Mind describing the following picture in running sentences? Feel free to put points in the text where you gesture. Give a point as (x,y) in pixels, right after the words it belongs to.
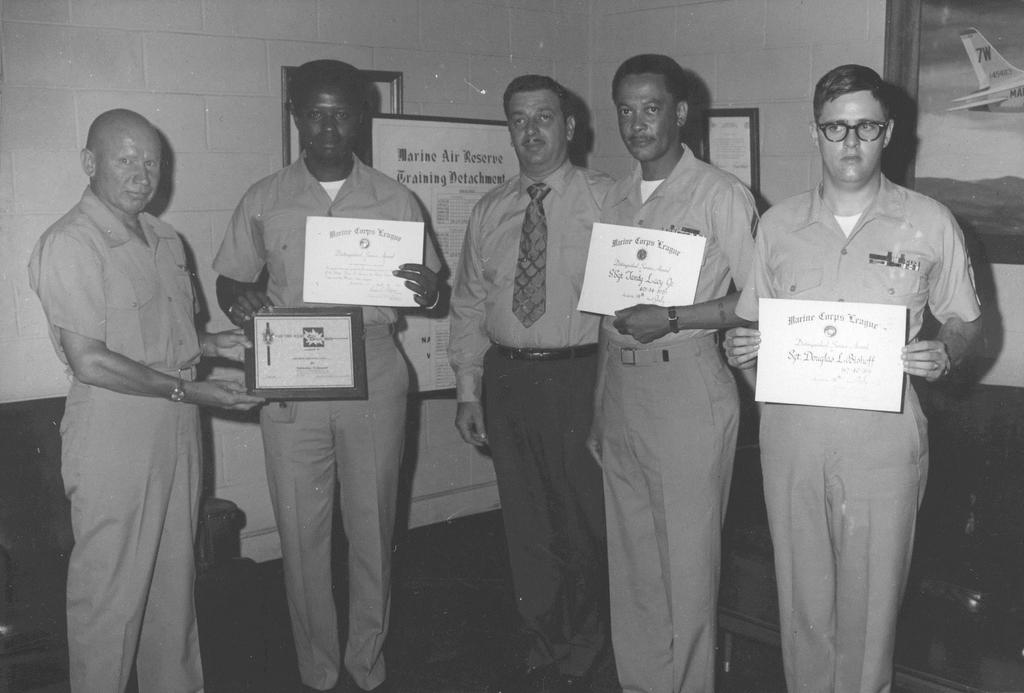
In this picture we can see few people (831,547) who are standing and holding awards (295,386) in their hands (208,351). Some frames (488,190) are visible on the wall (987,271). We can see a chair (736,558) on the right (923,680) and left side (51,546).
